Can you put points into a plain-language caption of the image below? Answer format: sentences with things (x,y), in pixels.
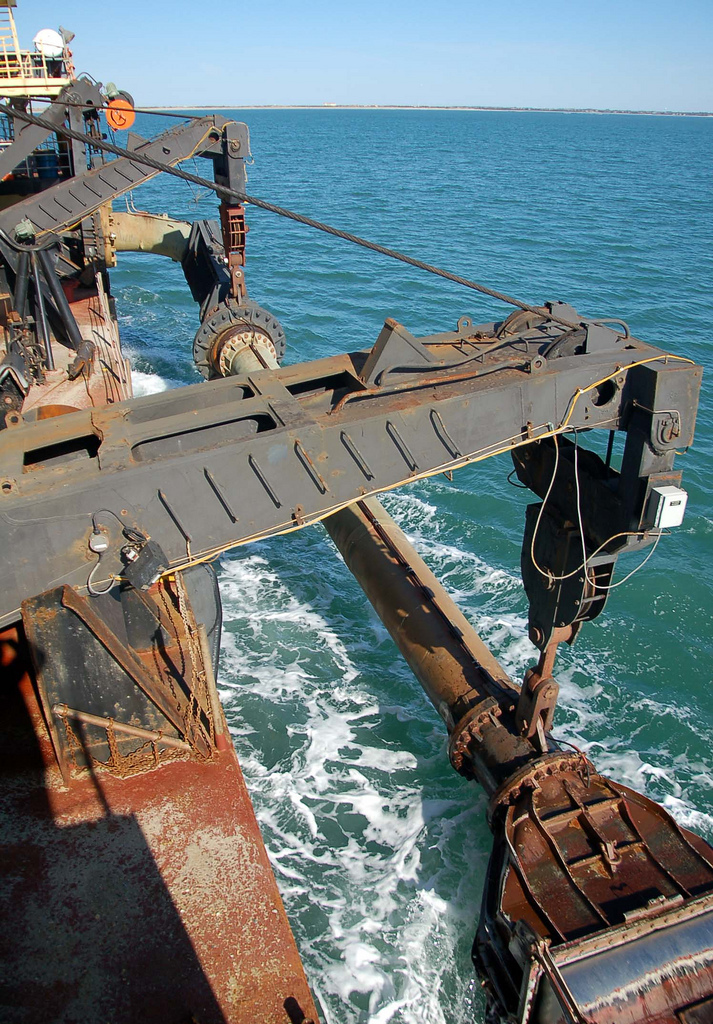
In this image I can see the sky (438,73), water (433,129) and a ship (190,436) over here.
